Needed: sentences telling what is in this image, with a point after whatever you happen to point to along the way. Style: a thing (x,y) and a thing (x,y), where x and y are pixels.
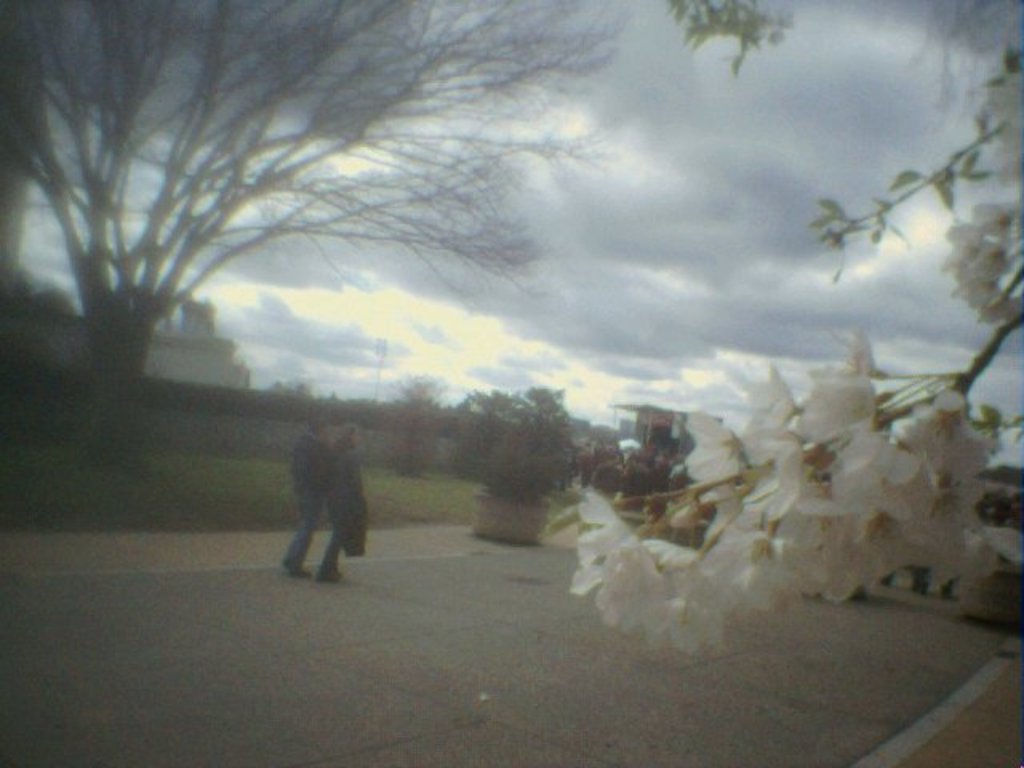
In this image we can see persons (308,532) standing on the floor (412,544), houseplants (482,432), buildings (221,348), trees (391,213), flood lights (381,341), flowers (724,458) to a tree (824,491) and sky (531,311) with clouds (531,311) in the background (602,292).
